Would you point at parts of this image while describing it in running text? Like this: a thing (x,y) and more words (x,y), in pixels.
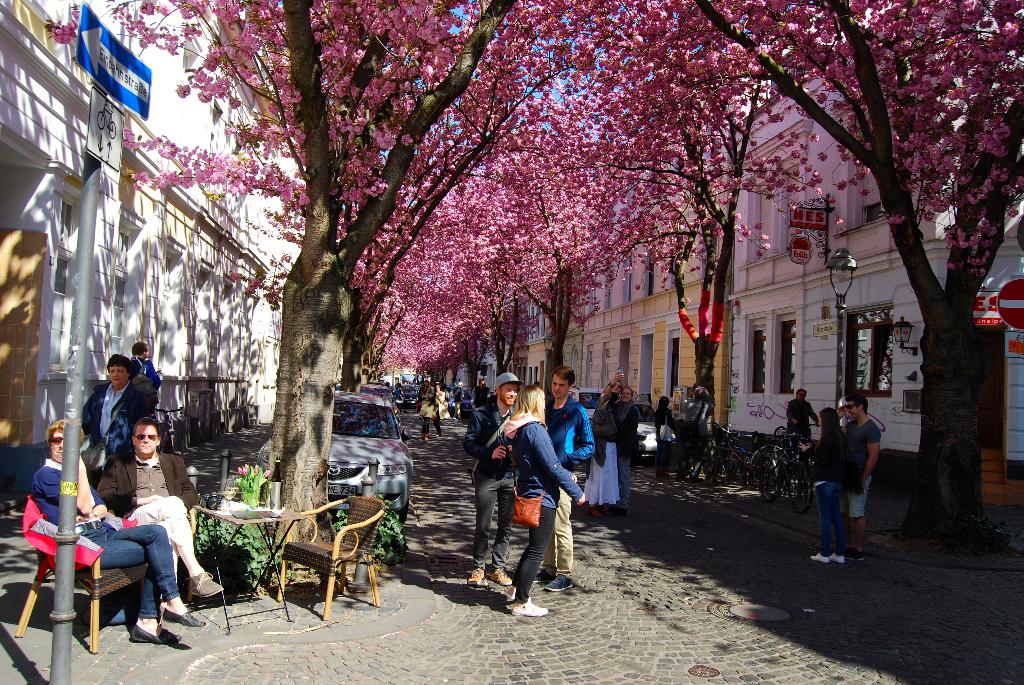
Some people (521,437) are on street (453,457). While some are sitting beside the road (870,572) and while some are standing.
